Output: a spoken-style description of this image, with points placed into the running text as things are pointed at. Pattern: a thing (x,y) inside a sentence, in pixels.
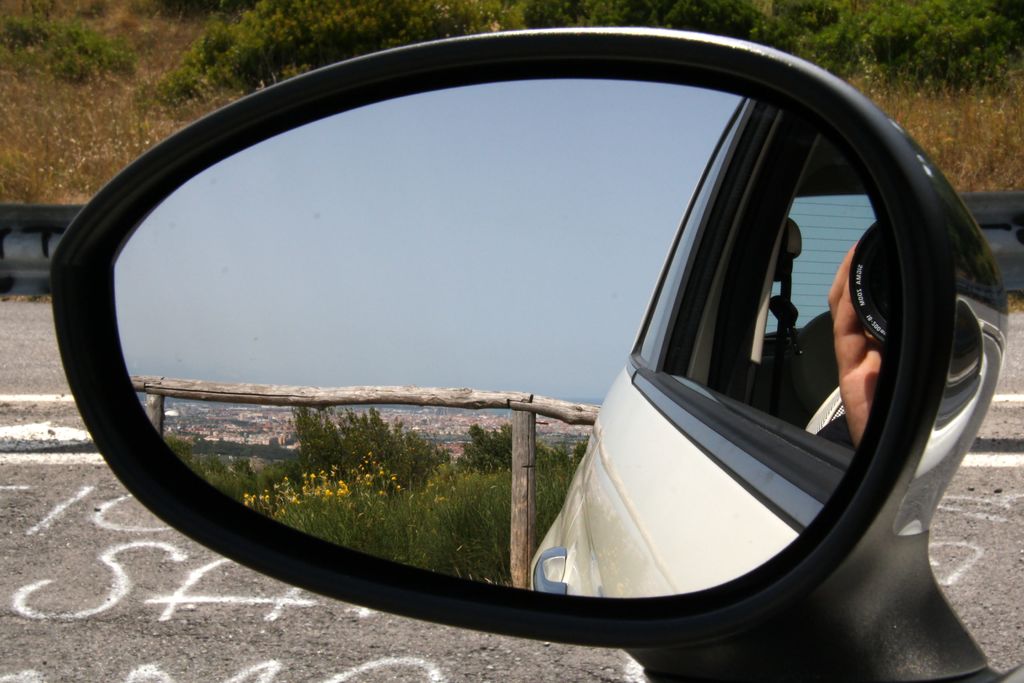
This image is taken outdoors. At the bottom of the image (157,638) there is a road (165,602). In the background (345,48) there are a few trees (913,54) and plants (46,153) on the ground (46,153). In the middle of the image (346,388) there is a side mirror (848,292) of a car (685,491). In the side mirror (499,254) we can see there is the sky (418,240). There is a wooden fence (502,403) and there are a few plants (331,448) and a person (848,345) is holding a camera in hand (862,381).
